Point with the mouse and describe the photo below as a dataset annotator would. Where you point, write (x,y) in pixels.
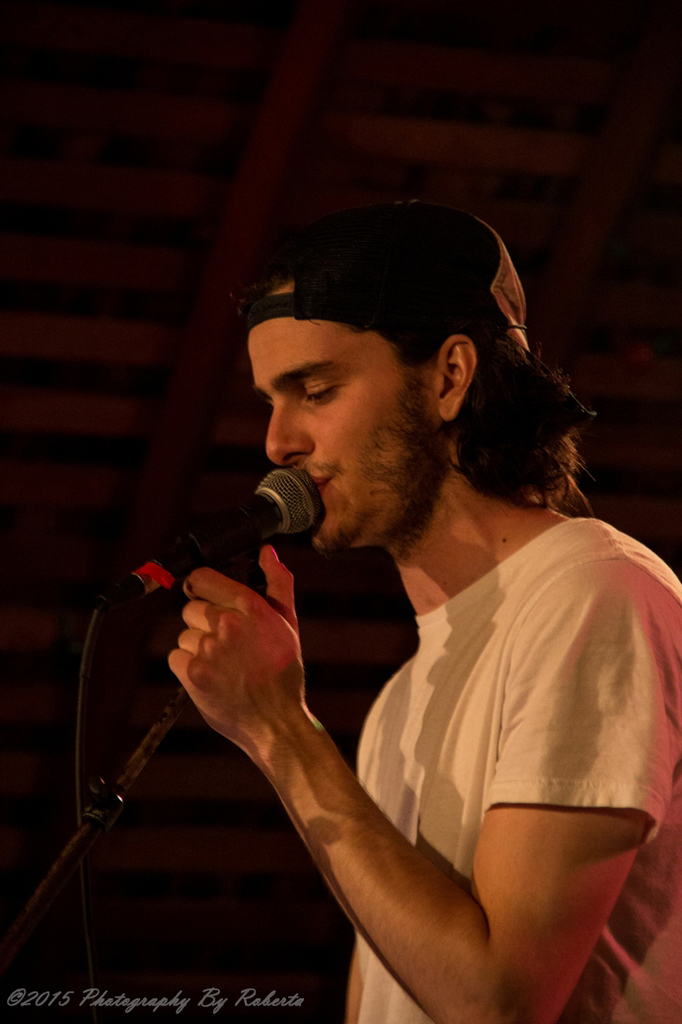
This is a picture of a man (433,736) in white t shirt (441,733) holding a microphone (215,536) with stand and singing a song. Background of the man (425,526) is a wall (199,279).
